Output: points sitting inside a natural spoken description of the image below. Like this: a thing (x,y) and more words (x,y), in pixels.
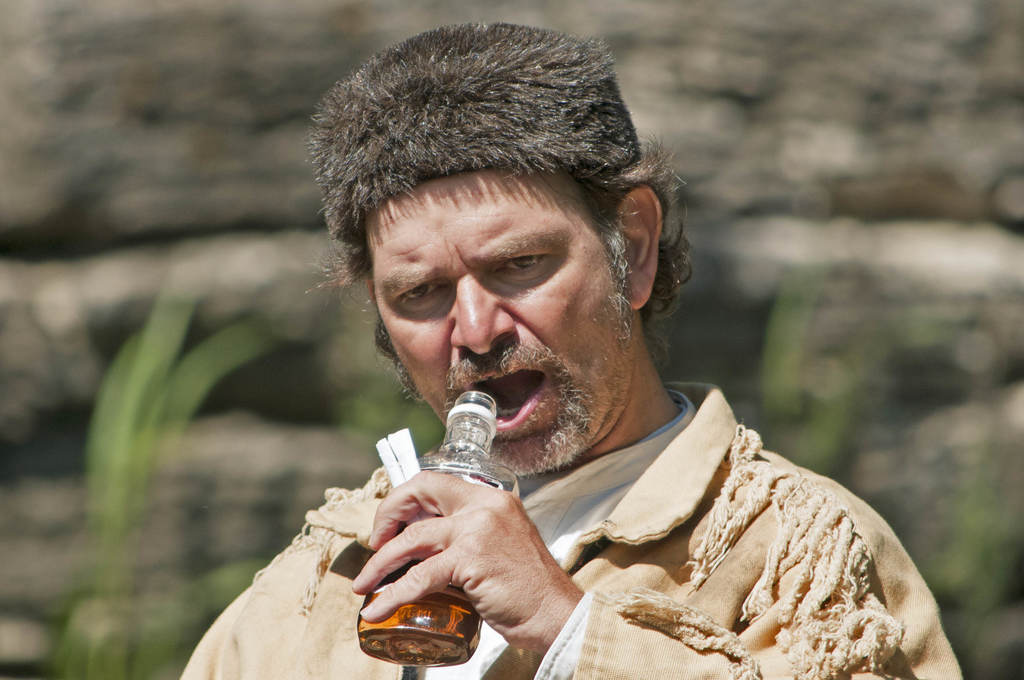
In this picture there is a man (626,403) standing and holding the bottle (458,624). At the back (31,417) there are plants (92,479) and there is a rock (151,228).
